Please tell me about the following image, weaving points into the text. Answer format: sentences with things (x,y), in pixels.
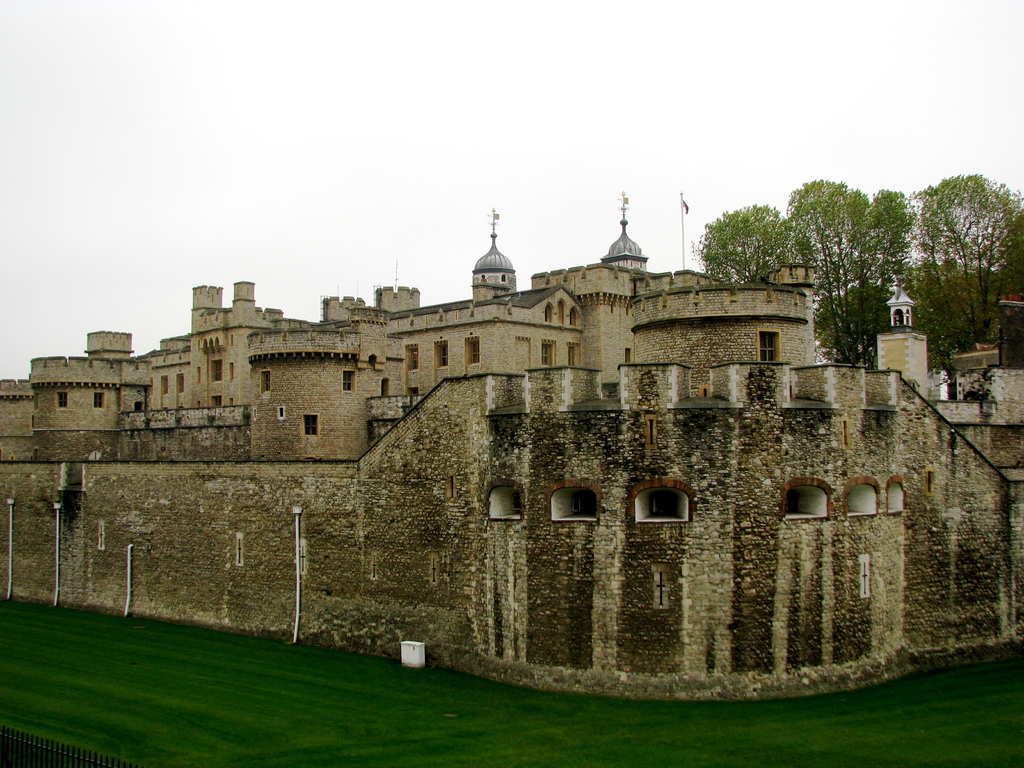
In this given picture, We can see a small green color garden (249,655) and few electrical iron metal poles (299,594) which include the lights (54,506) towards the right (930,307) in the middle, We can see certain trees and a sky (696,195) finally, this image looks like a fort (714,570) which is built with stones (478,415).
